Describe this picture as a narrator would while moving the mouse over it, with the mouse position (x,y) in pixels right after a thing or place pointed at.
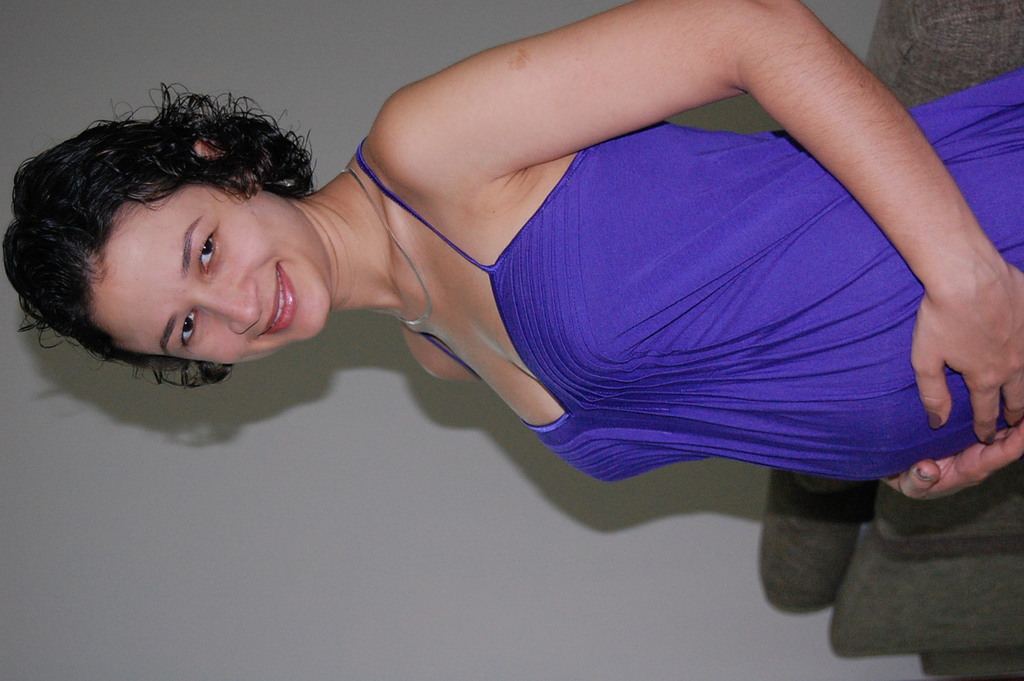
This image consists of a woman (784,280). She is standing. She is wearing purple color dress (691,372). She is smiling.
